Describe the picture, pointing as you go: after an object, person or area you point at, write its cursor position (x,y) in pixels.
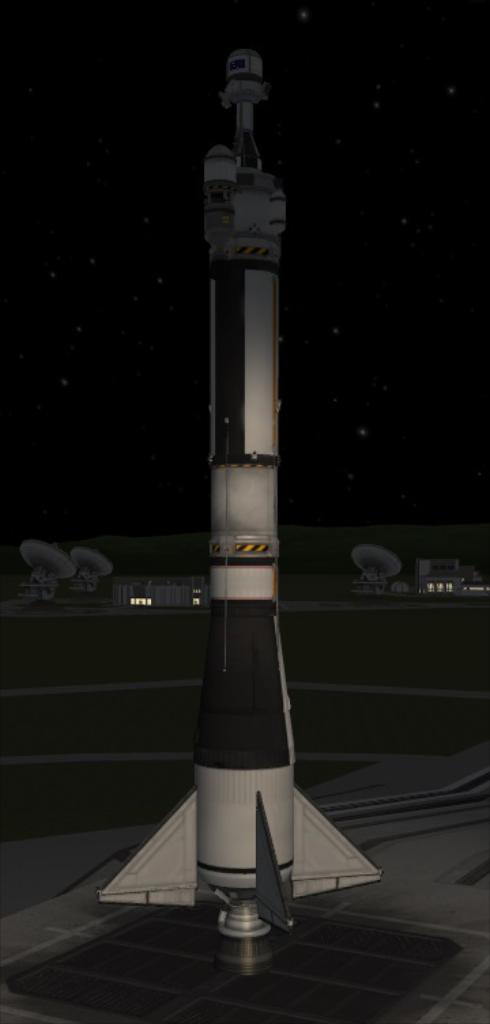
In this image I can see the digital art of a rocket (217,757) which is white and black in color and in the background (28,555) I can see few antennas (37,553), few buildings (467,590) and the dark sky (140,303).
